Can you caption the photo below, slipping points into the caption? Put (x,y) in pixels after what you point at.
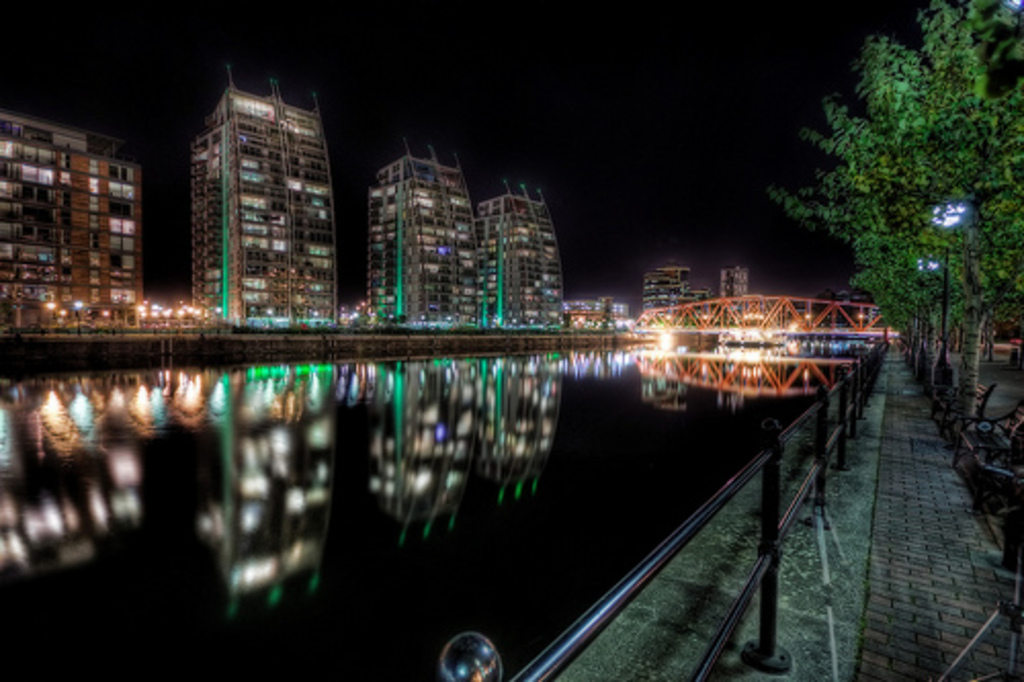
In this image there is a lake (732,449) and a bridge (735,316) built over it, to its left there are buildings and to its right there are trees (908,344), benches (1019,449) and street lights (930,269).
